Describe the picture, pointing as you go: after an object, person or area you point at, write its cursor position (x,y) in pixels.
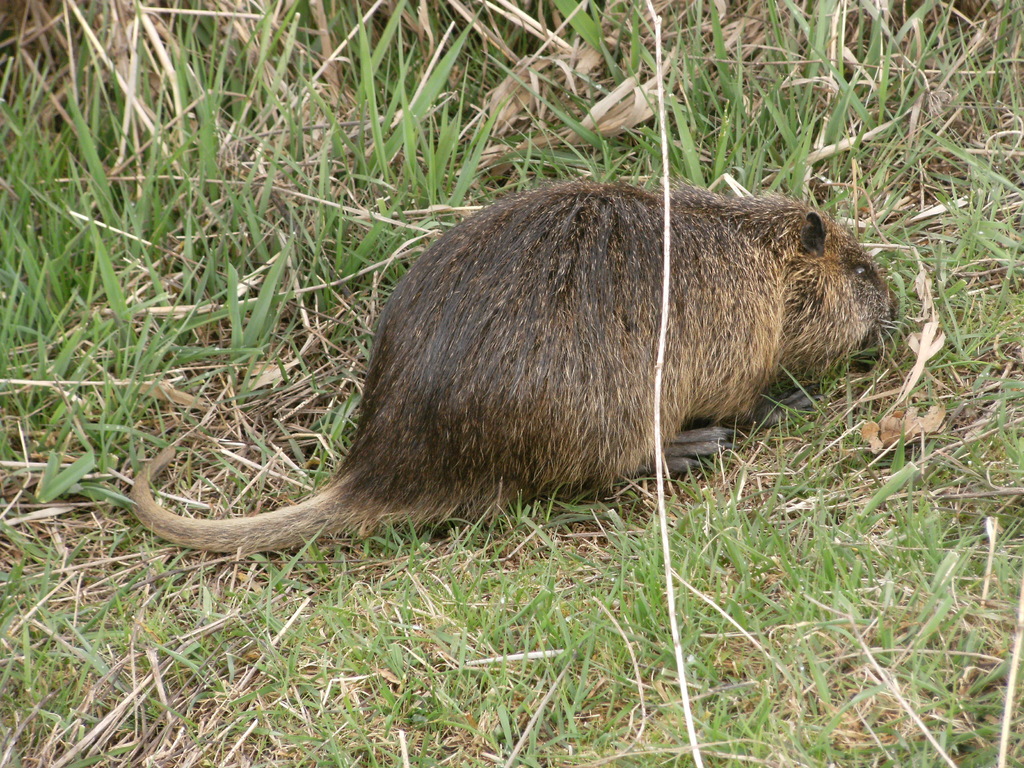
In the picture I can see an animal (468,280) on the grass (256,578). Also, I can see the dry grass (161,696) here.
